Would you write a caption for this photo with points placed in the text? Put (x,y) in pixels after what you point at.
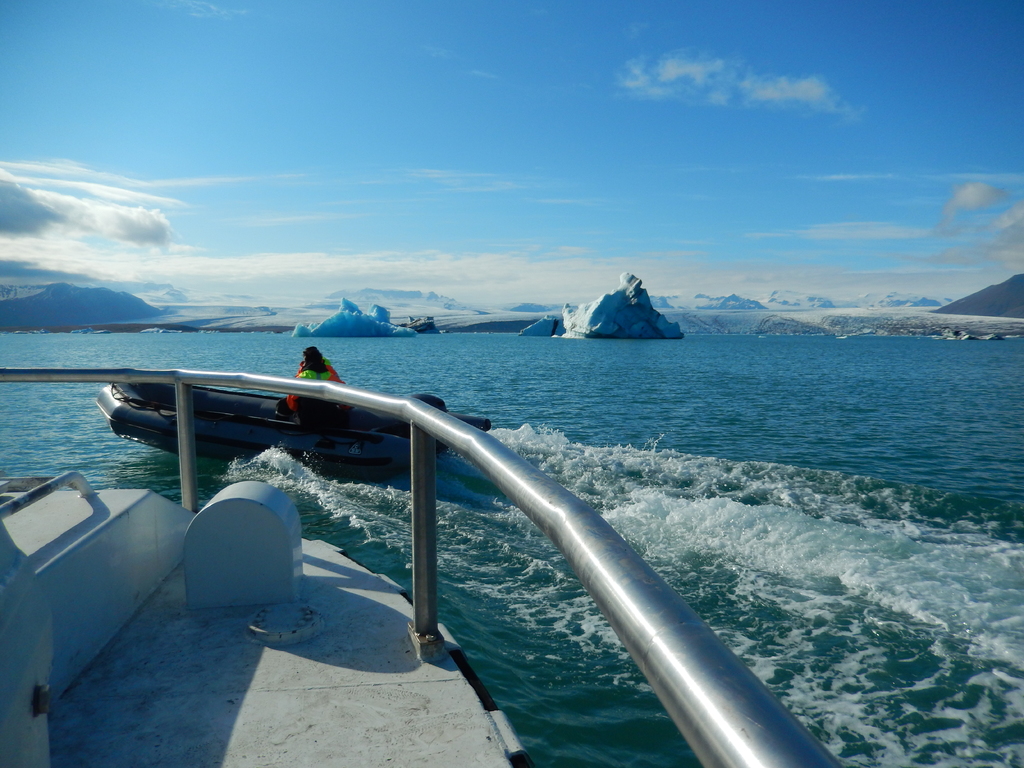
In this image there is a ship (234,565) on the river (723,453), in front of the ship (234,378) there is a person (280,402) on the boat (374,440). In the background (639,252) there are mountains (151,296) and the sky (194,173).
